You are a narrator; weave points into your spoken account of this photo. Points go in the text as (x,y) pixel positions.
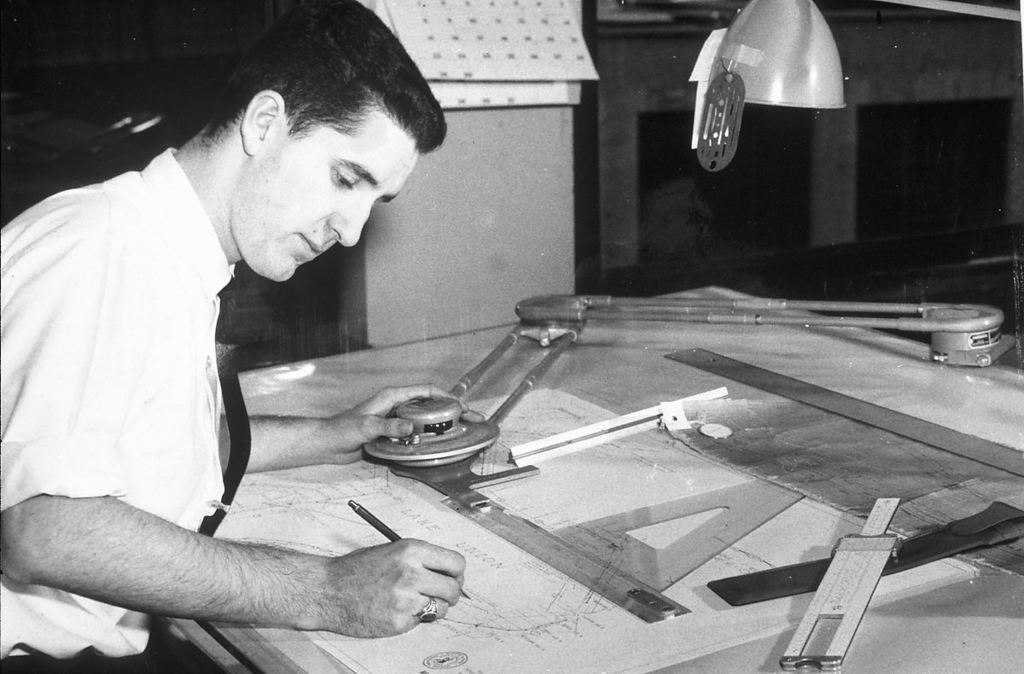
In the picture there is a man (278,203), in front of the man (174,587) there is a table (669,383), on the table (685,367) we can see the papers (635,435), scales (507,518).
